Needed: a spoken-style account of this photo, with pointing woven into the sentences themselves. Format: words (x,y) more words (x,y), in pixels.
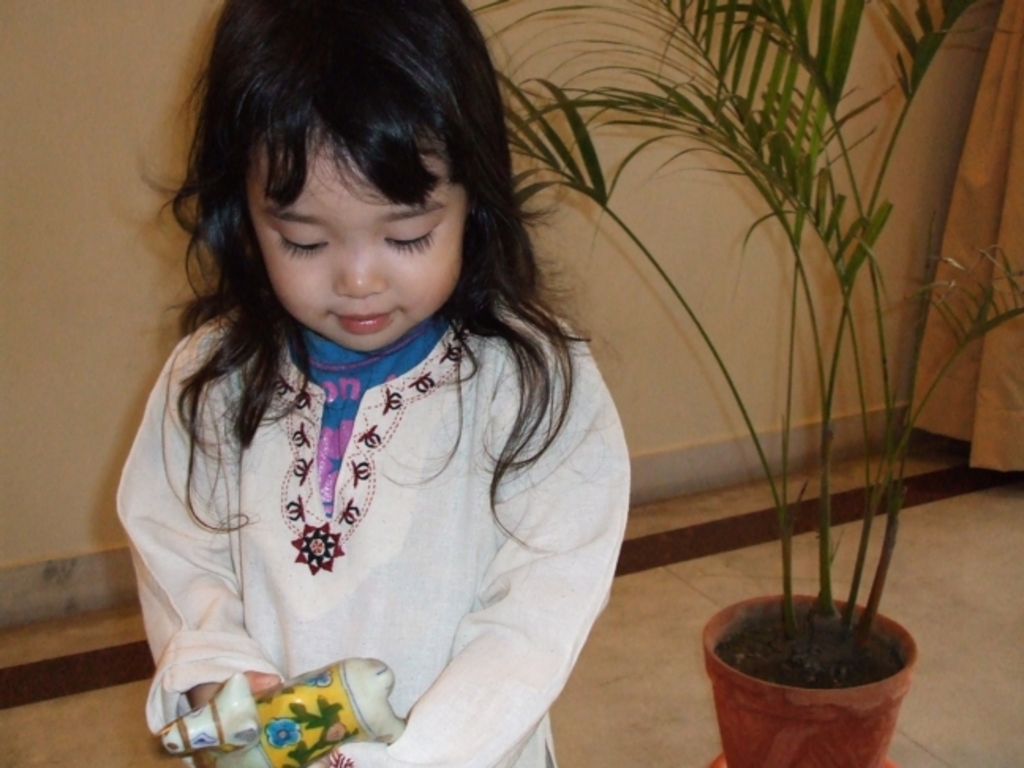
In this image I can see a girl (406,449), plant (833,553), floor (714,563), curtain (1018,249) and wall (596,138). A girl (398,203) is holding an object (357,690).
